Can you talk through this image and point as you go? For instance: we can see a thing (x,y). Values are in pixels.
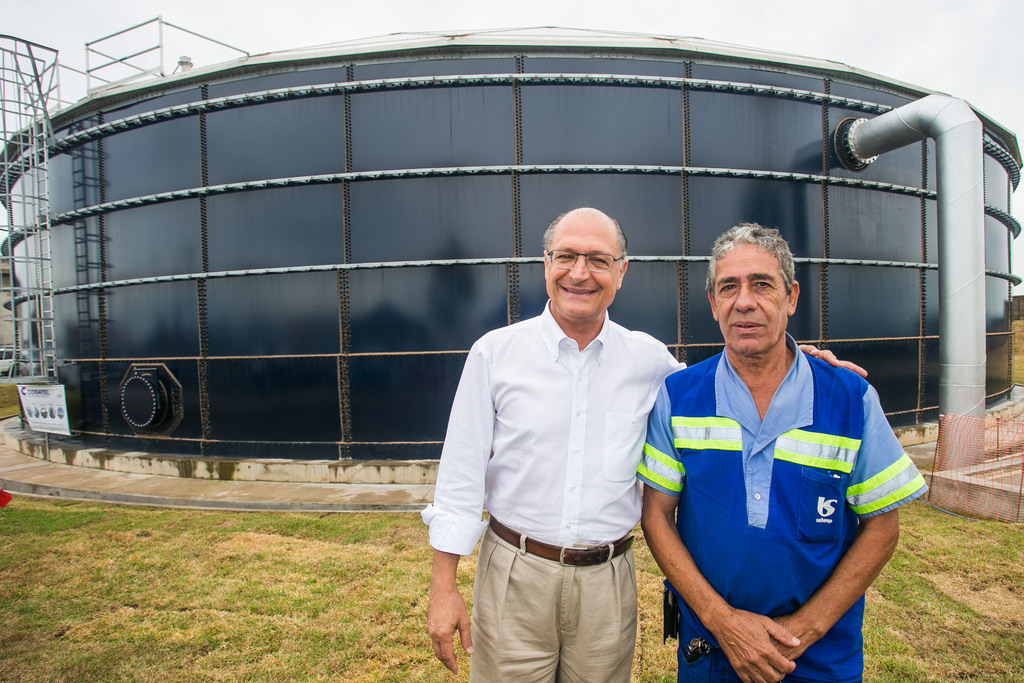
In the picture we can see two men (575,525) are standing together and one man (550,522) is wearing a white shirt (584,515) and smiling and one man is in blue T-shirt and they are standing on the grass surface (928,546) and behind them, we can see some black color metal construction (636,185) with an air pipe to it and some poles (23,167) and railing (19,291) to it, behind it we can see a part of the sky (900,29).
